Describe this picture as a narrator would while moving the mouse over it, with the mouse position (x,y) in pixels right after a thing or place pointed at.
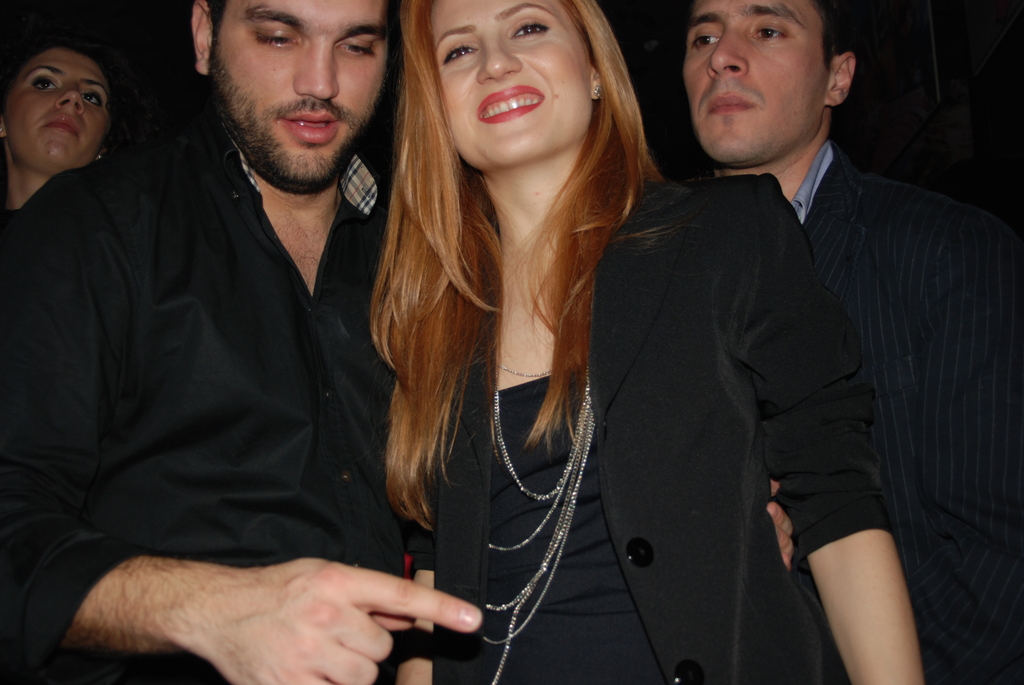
This picture shows few people (551,400) standing and we see a man (211,451) and a woman (619,477) wore black color dress (641,424) and woman (538,453) wore a ornament (527,538) and smile on the face (500,119) and we see man (95,237) holding a woman (500,119) with his hand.
